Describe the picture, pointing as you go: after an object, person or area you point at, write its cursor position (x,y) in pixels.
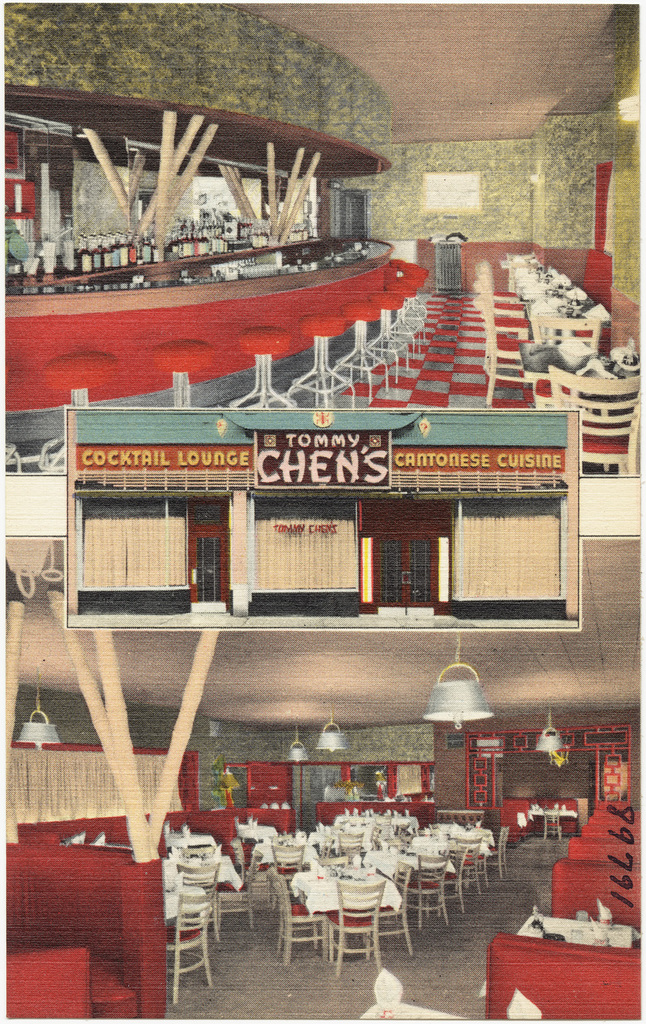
This looks like a collage picture. These are the tables (322,839) and the chairs (361,839). I can see the lamps (52,728) hanging. These are the doors (206,568) and a name board (338,476). I think this is a bar table (294,280) and stools (340,364). I can see few objects (228,220) placed here. I can see the watermark (629,858) on the image.
